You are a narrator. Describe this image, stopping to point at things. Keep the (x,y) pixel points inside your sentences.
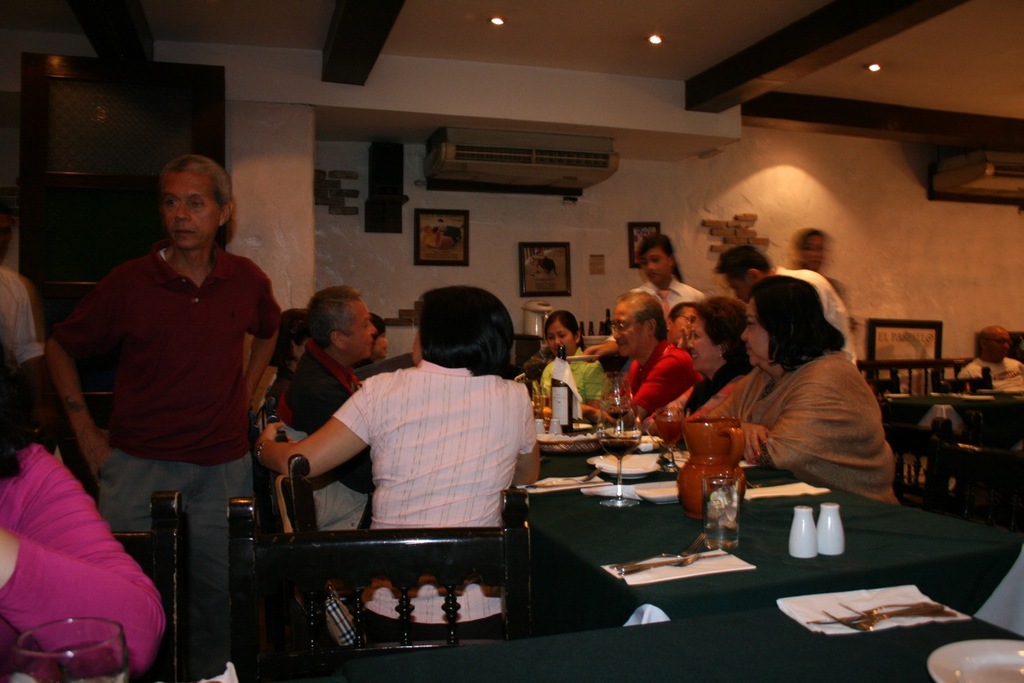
In this image I can see the group of people (706,322) sitting in front of the table (691,527) and some people (204,308) are standing. On the table (742,580) there is a glass (734,525), flask (731,433), spoons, bottle (564,414) and the tissues (829,604). In the back ground (494,153) there is a AC (485,169) and the boards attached to the wall (681,207).
